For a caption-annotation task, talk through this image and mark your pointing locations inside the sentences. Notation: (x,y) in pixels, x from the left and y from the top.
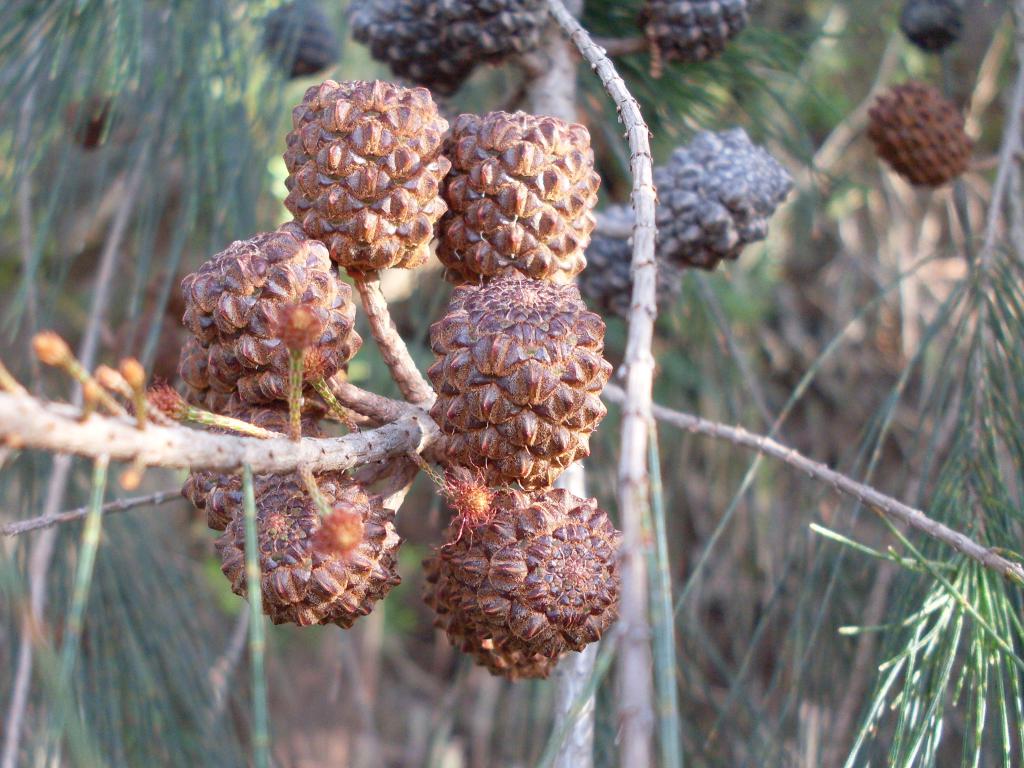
In this image we can see fruit (494,511) on the branch (640,143) of the tree (578,714) and leaves (909,565) are there.
